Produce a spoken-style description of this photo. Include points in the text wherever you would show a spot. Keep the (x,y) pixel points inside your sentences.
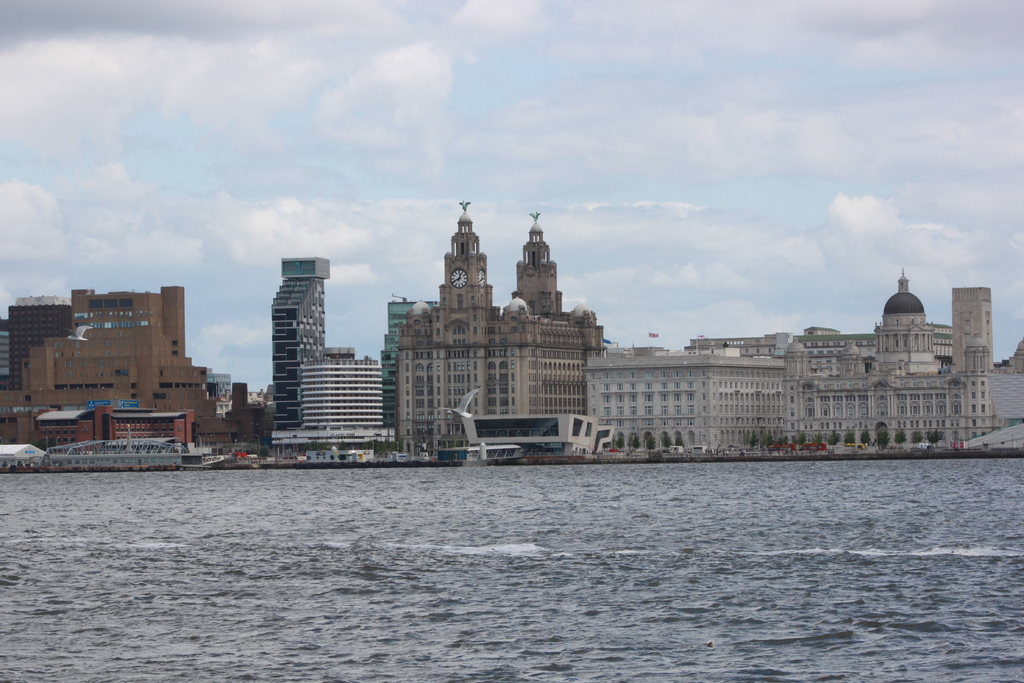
This image is taken outdoors. At the top of the image (182,157) there is the sky (328,182) with clouds (792,144). At the bottom of the image (277,559) there is the sea (333,519). In the middle of the image (509,343) there are many buildings (314,363) with walls (738,411), windows (754,422), doors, pillars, balconies (349,396) and roofs (29,300). There are two towers (551,268) with clocks (483,274). There are a few boats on the sea (218,475). There are a few trees (652,443).
